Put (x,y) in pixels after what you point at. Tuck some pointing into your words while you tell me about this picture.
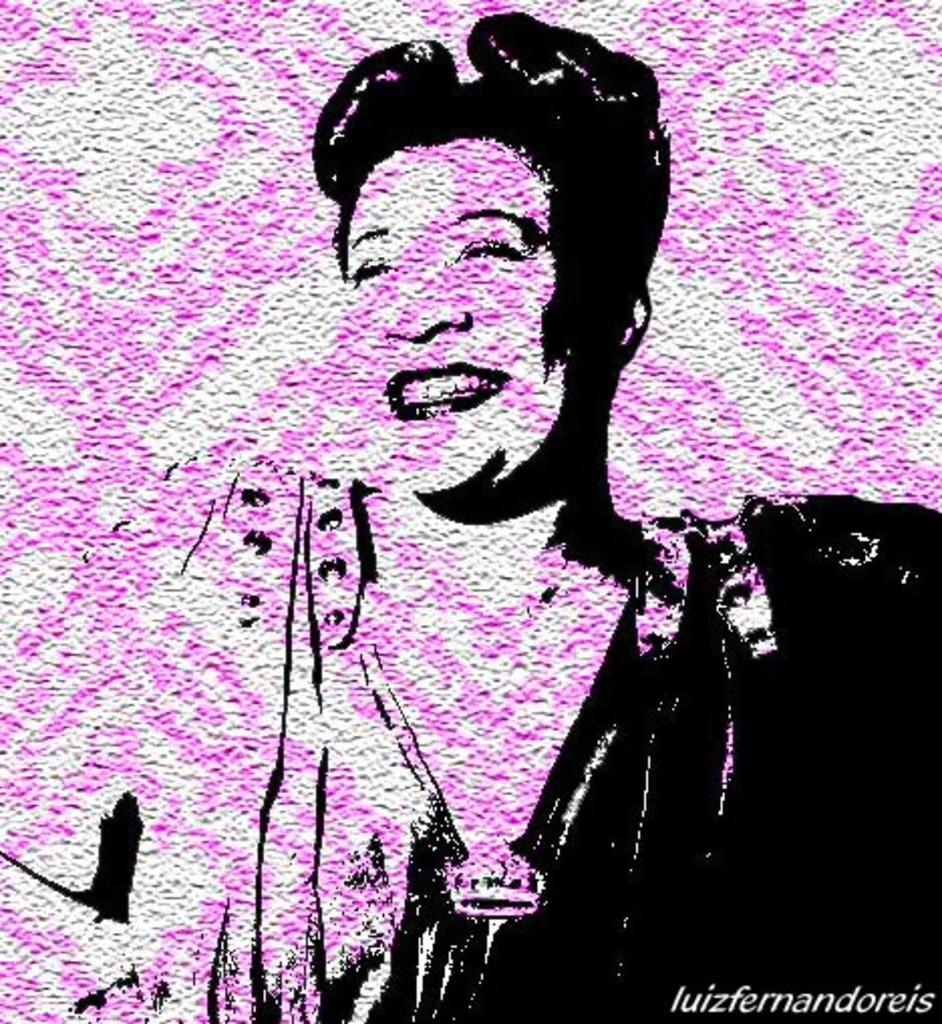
In this image, we can see a sketch (456,447) of a person (464,636) on the wall (214,377) and there is some text (746,1000).
